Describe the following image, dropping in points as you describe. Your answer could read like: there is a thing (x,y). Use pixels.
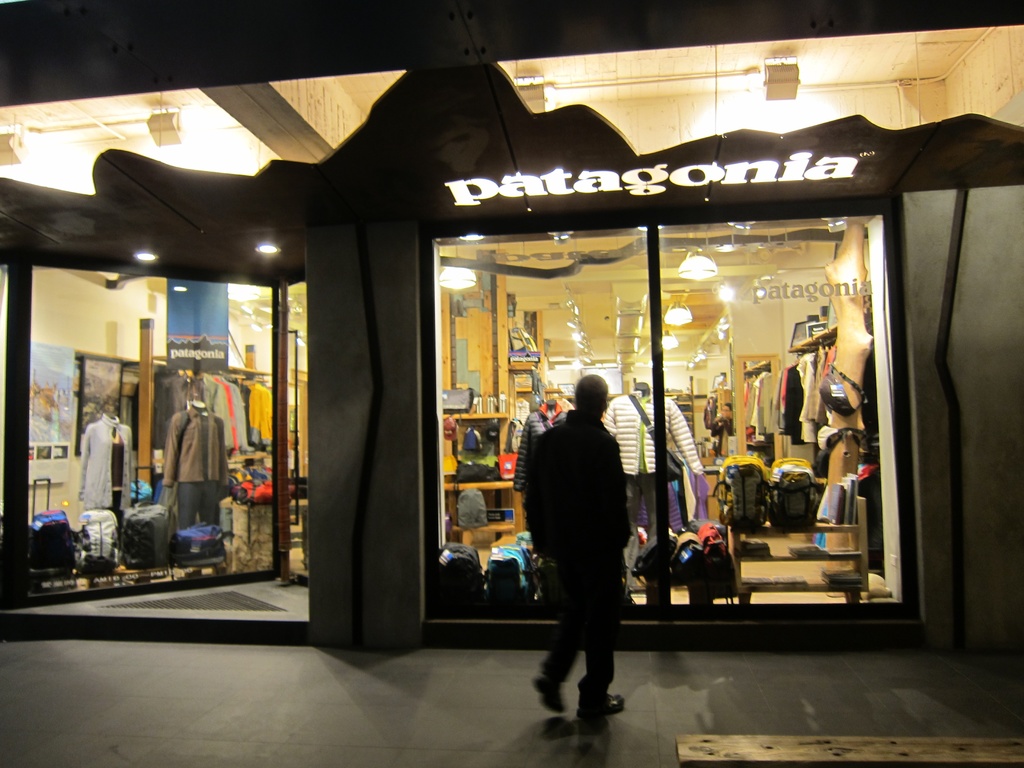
In this picture we can see a person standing in front of the window (736,580) of an apparel store (504,536) with many clothes (127,438) & bags (181,555) in the display (558,410). We can see lights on the ceiling (324,120).
